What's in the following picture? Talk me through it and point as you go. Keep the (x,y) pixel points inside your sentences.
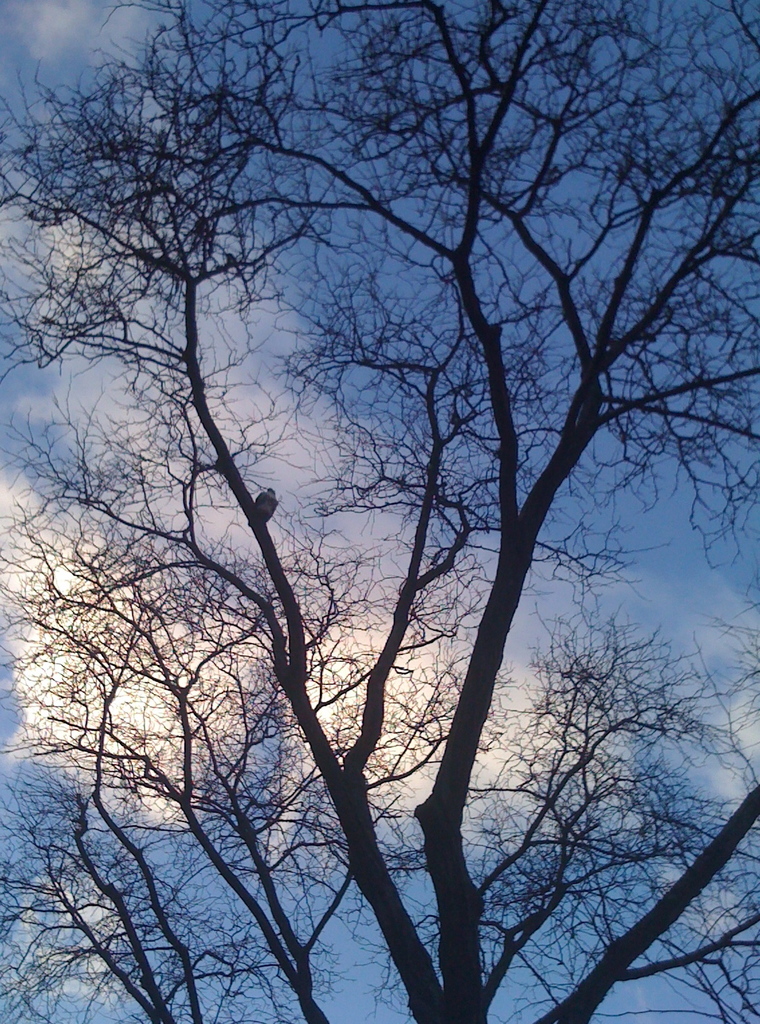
In this image we can see a tree (429,813). We can also see a bird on the branch (301,634) of a tree (286,537) and the sky (343,420) which looks cloudy.
